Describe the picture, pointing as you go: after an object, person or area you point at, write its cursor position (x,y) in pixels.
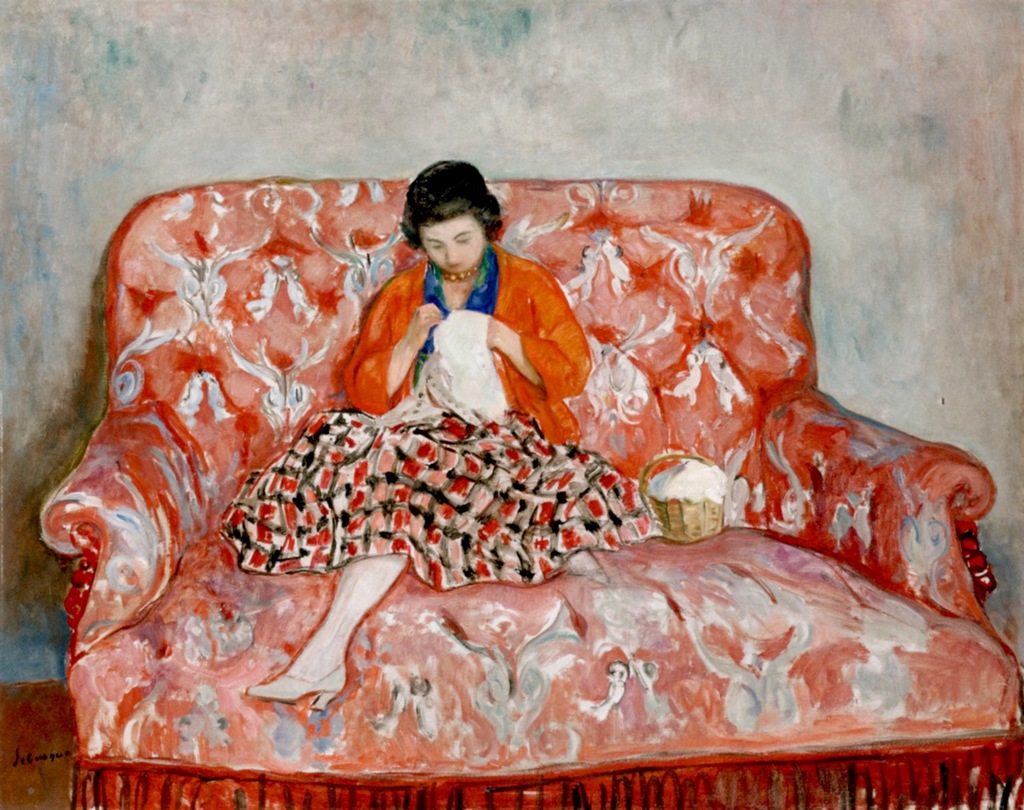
This is a painting in this image there is a lady (431,327) sitting on a sofa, beside her there is a box (670,529), in the background (82,310) there is a wall (896,186).
